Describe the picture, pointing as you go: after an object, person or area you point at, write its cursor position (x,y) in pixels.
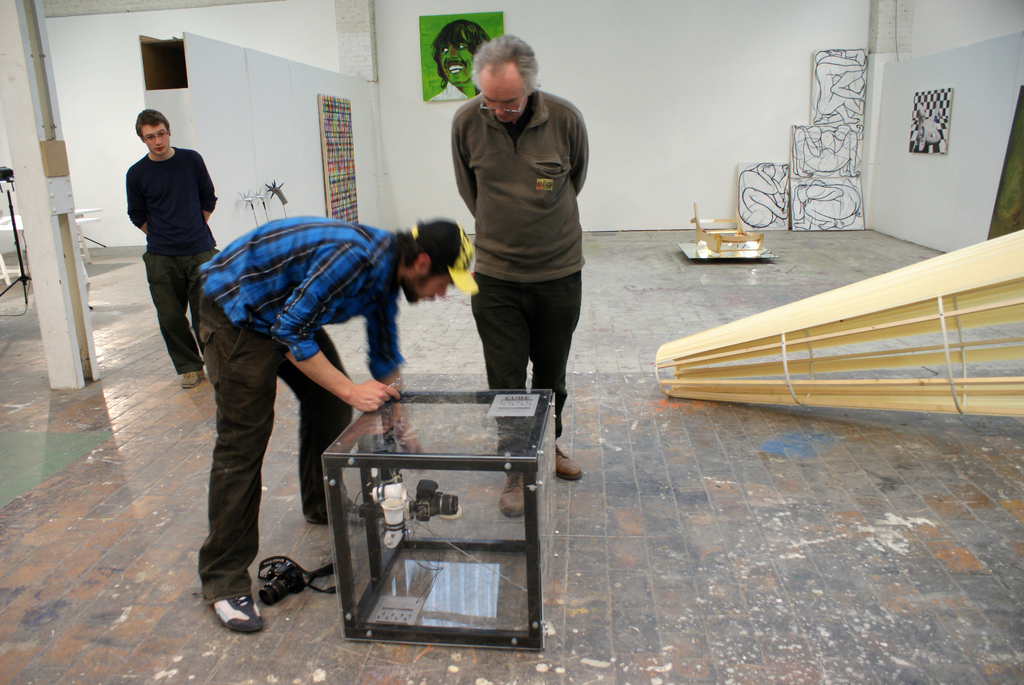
In this image we can see three persons (565,136). In the center (487,412) there is a glass box (487,419) and also cameras (419,501) on the floor (803,605). We can also see the wooden object (962,370) on the right (895,358). In the background (825,164) we can see the paintings (777,199). We can also see an object (730,242) and also the wall (412,184). On the left (67,185) we can see the pillar (75,243) and also a black color stand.
